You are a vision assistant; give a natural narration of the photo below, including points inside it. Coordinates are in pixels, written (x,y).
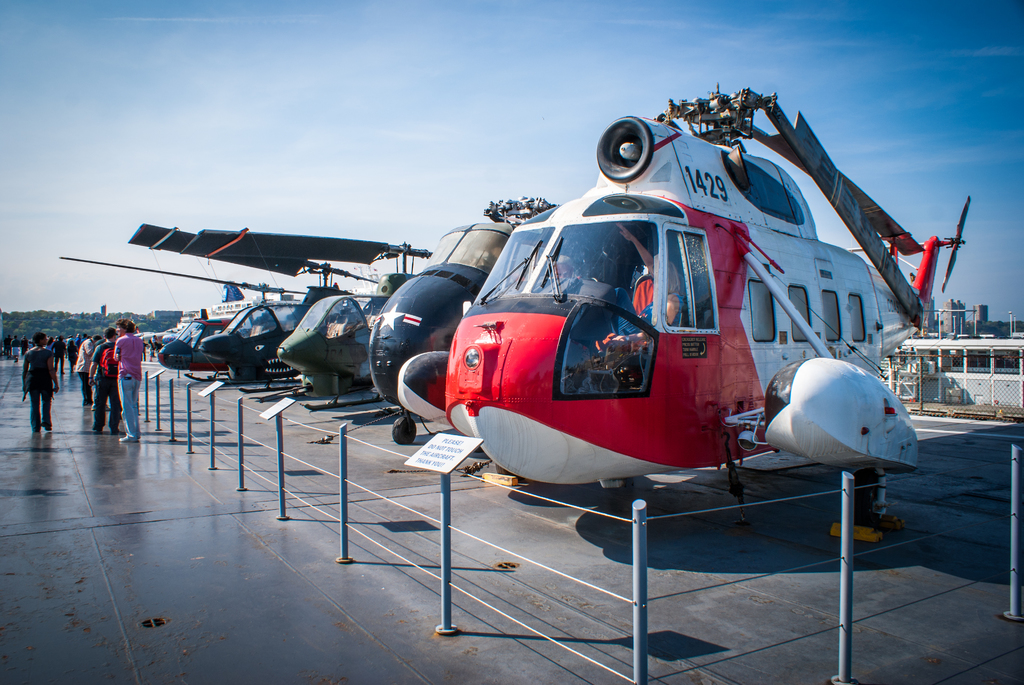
In this image we can see the helicopters (473,313). We can also see the people (121,326) on the path (355,590). We can see the fence (971,379), barrier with the rods (1015,454) and also the text boards (435,442). In the background (102,320) we can see the trees (104,325) and also the sky (944,25).
